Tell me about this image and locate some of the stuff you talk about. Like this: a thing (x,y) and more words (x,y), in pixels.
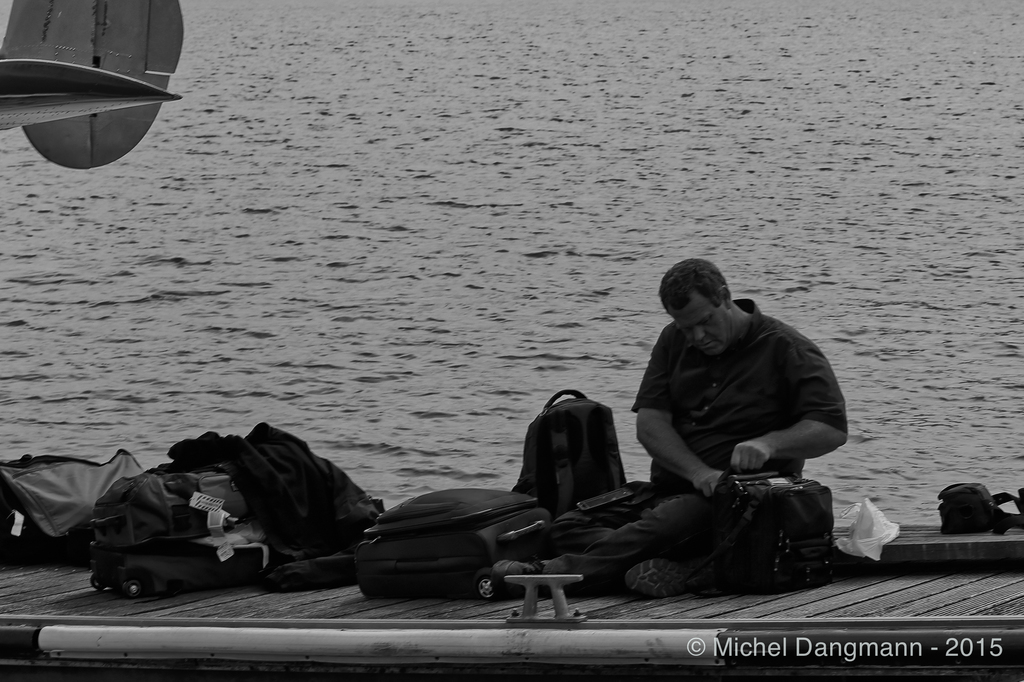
In this black and white image we can see a person (678,520) and there are many bags (11,537) and in the background (545,186) we can see the water (483,187).
